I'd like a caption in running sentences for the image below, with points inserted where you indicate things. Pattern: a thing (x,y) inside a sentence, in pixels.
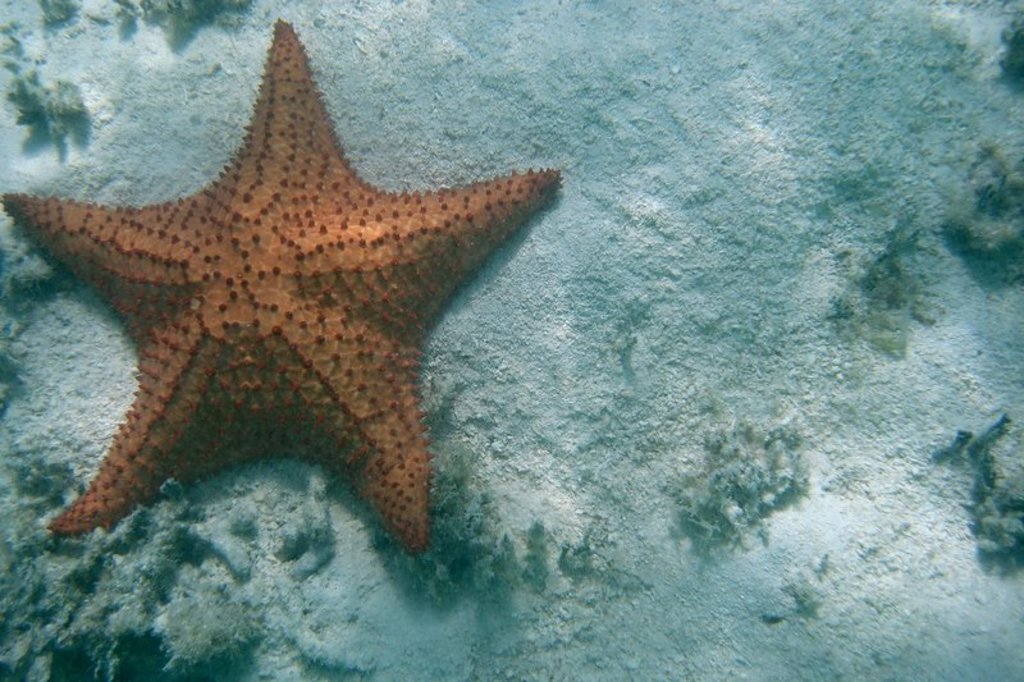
In this image we can see starfish (248,305) under the water (489,104). In the background (553,85) there is a ground (667,552).
